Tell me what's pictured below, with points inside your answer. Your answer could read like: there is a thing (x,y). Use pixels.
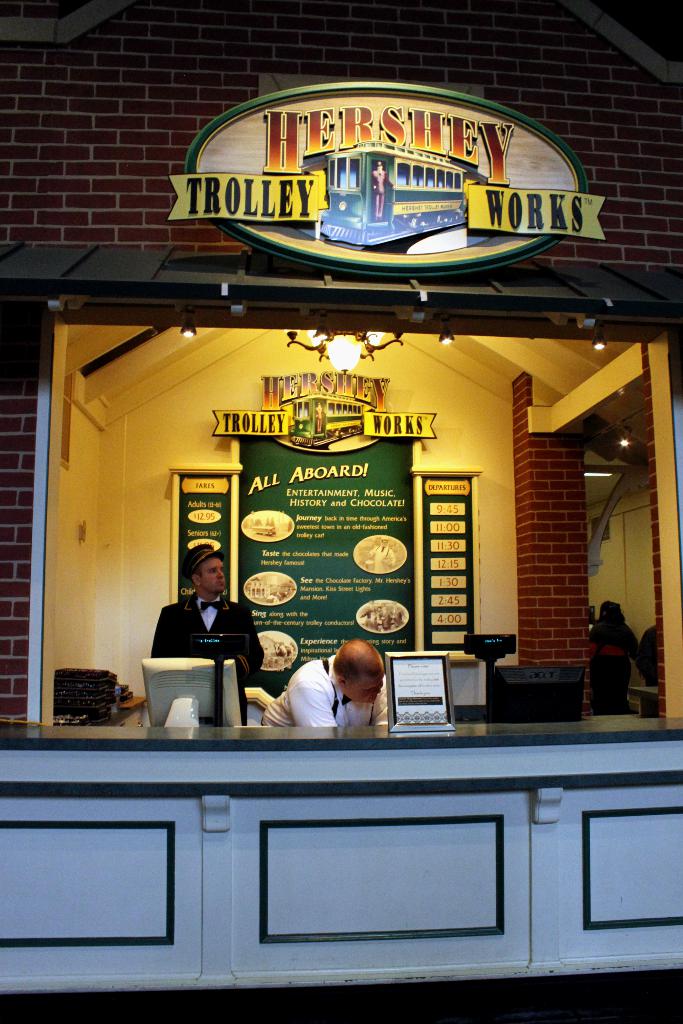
In this image, we can see a brick building (189,122). There is a table (437,759) with an object (453,732) on it. There are few people (607,609). In the background (370,409), we can see a poster (267,509) with some images (283,524) and text (438,530) printed on it.
